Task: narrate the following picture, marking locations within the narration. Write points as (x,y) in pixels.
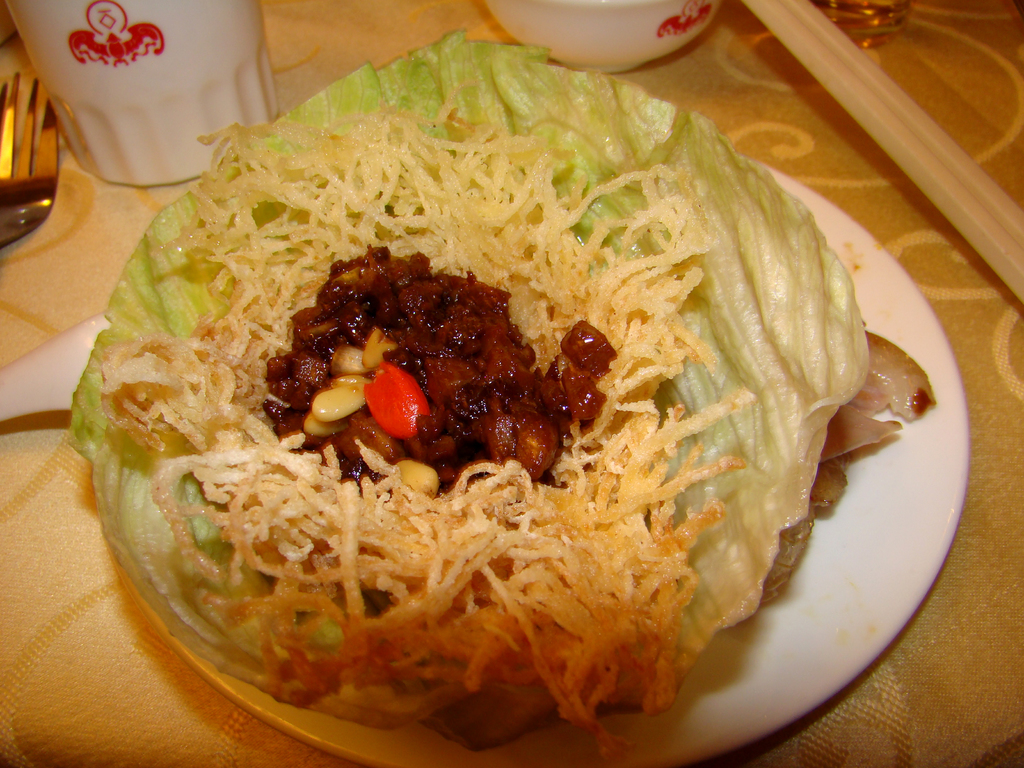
In this image there is a plate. There is food (415,304) on the plate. There is glass (99,118). There is fork (14,185). There is cloth (819,153) under the plate (850,233).
